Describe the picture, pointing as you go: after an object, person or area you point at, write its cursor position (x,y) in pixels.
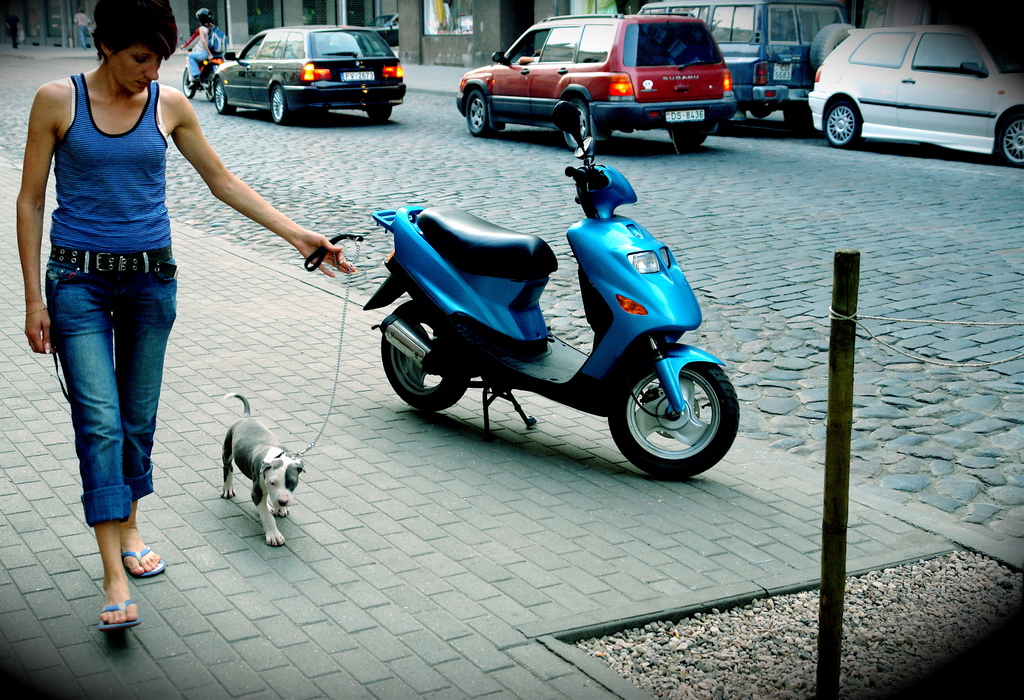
This picture shows a woman (142,446) walking on the sidewalk (184,377) holding a dog (246,398) with the string (336,239) in her hands (308,244) and we see motorcycle (544,325) on the sidewalk (351,316) and few cars (853,31) parked on the side and few cars (688,81) moving on the road (314,139) and we see a building (361,14).
